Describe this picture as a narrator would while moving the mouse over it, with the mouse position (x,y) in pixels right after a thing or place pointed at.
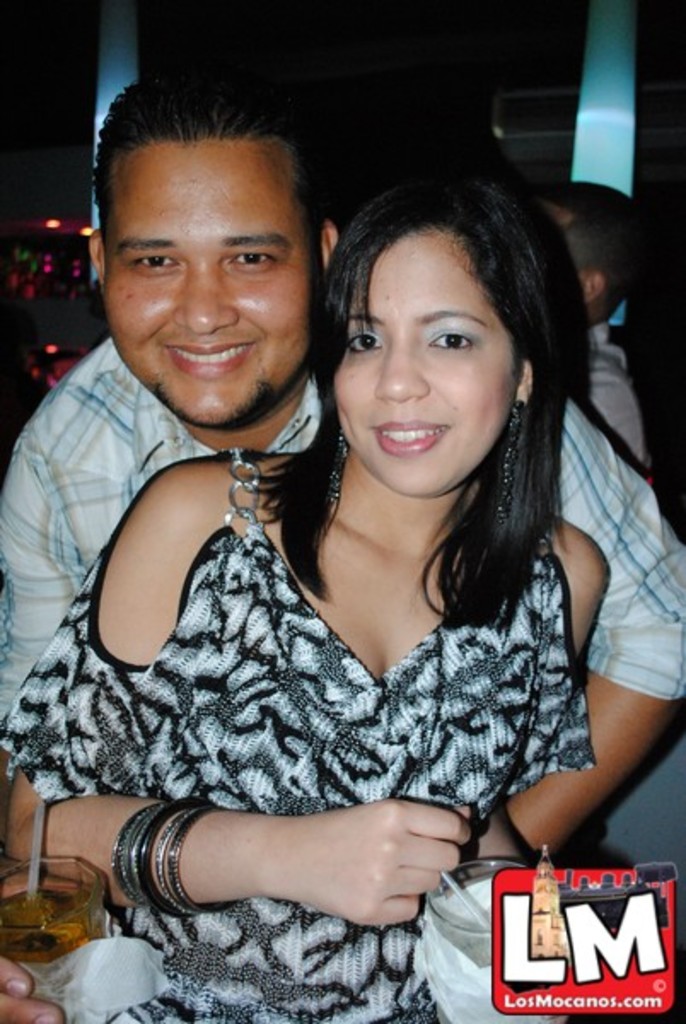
In this image we can see a man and a woman (479,500). They are holding glasses (479,963) with their hands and smiling. There is a dark background (610,411) and we can see a person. At the bottom of the image (592,1009) we can see a logo (651,955).
